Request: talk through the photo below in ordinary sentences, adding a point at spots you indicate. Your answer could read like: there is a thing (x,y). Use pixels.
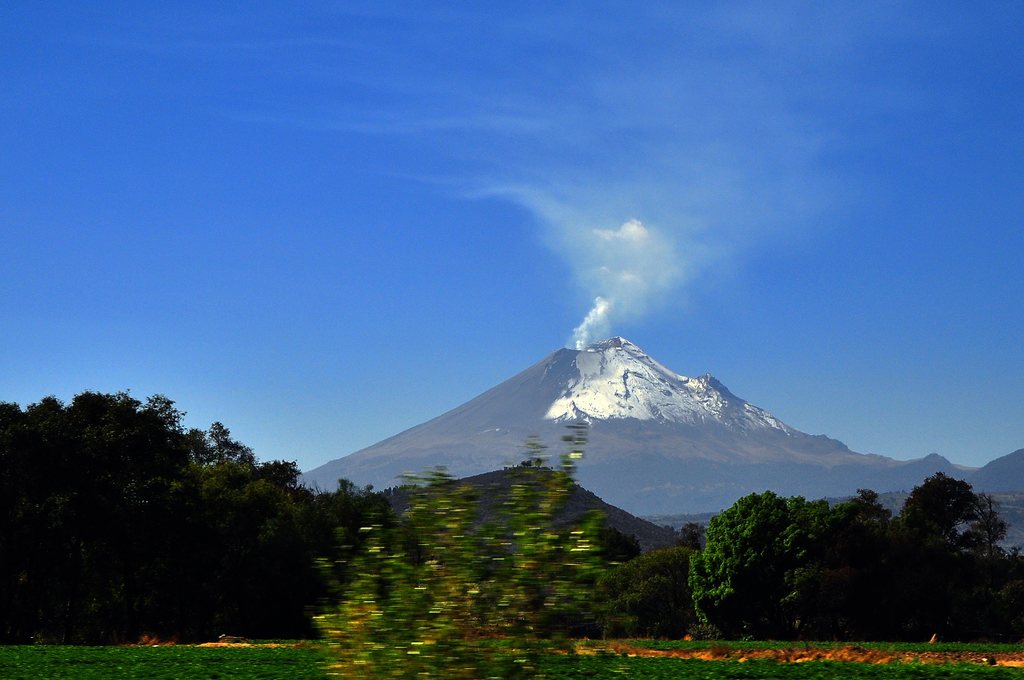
In this image there is the sky (643,210) towards the top of the image (438,202), there are mountains (601,434), there is smoke (624,264), there are trees (606,541), there is grass (199,663) towards the bottom of the image (511,644).
